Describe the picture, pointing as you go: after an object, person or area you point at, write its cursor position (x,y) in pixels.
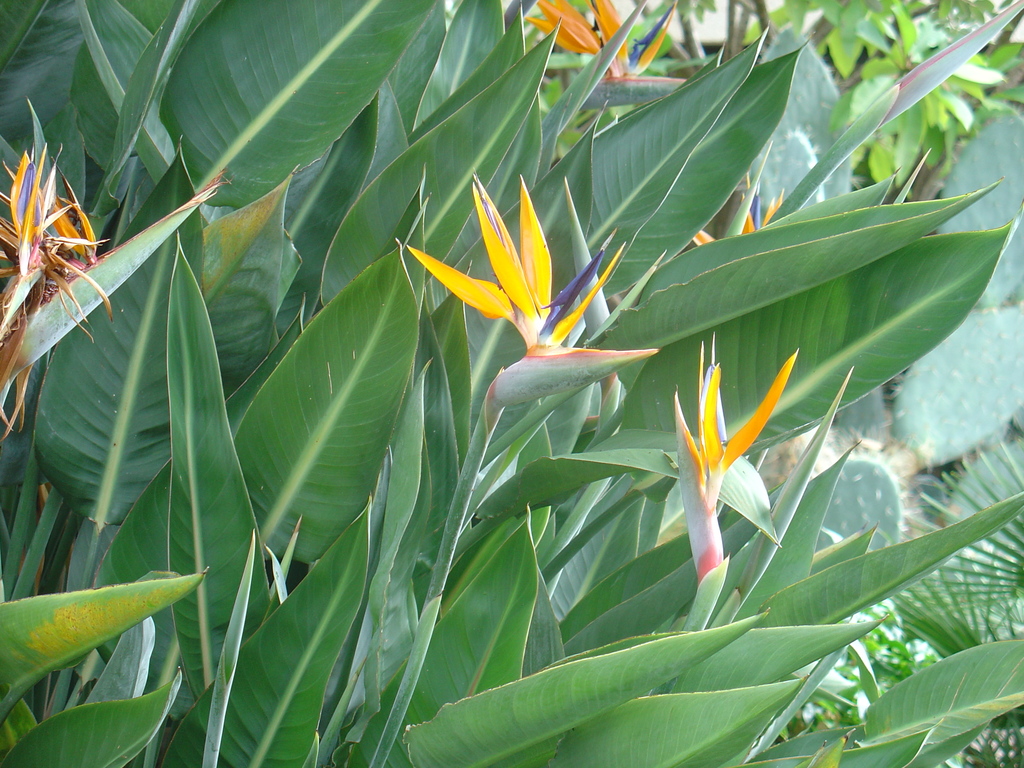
There is a flower (533,302) and some plants (307,427) here. In the background (878,497) we can observe a different plant (945,187).
